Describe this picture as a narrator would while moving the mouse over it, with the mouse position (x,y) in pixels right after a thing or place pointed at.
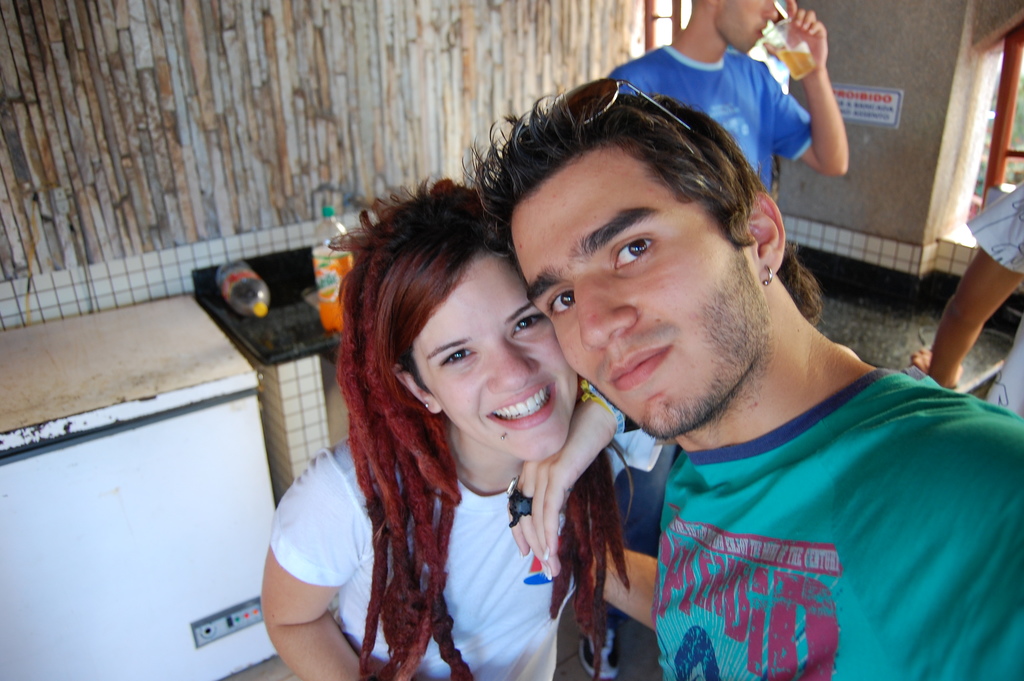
On the right side of this image (744,507) I can see a man (656,361) and a woman (477,561) wearing t-shirts (832,620), smiling and giving pose for the picture. On the left side (133,435), I can see two tables (276,348) on which two bottles (328,267) are placed. In the background (795,117) there are two persons (961,313) standing. One person (758,112) is holding a glass (795,48) in the hand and drinking. At the top (404,48), I can see the wall (391,90).
